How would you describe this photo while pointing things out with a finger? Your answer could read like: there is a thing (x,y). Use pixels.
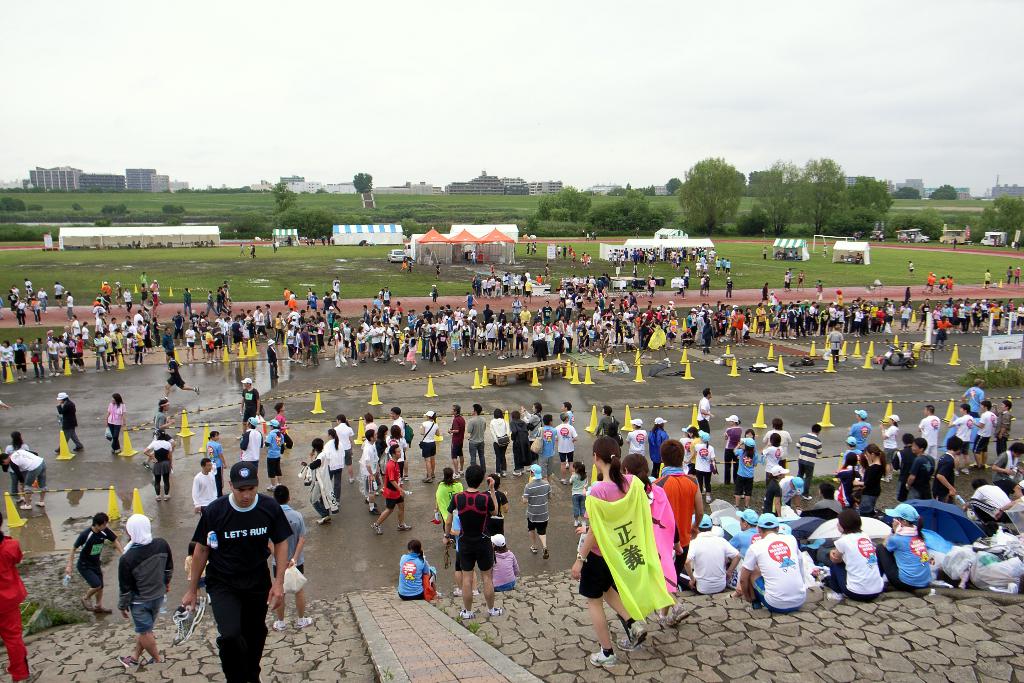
In this picture there are group of people (70,399), few are sitting, few are standing and few people (240,500) are walking. At the back (948,214) there are buildings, trees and there are tents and there are vehicles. At the top (490,78) there is sky (439,85). At the bottom (858,629) there is a road (392,387) and there is grass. On the right side of the image (1010,342) there is a hoarding (989,338).
